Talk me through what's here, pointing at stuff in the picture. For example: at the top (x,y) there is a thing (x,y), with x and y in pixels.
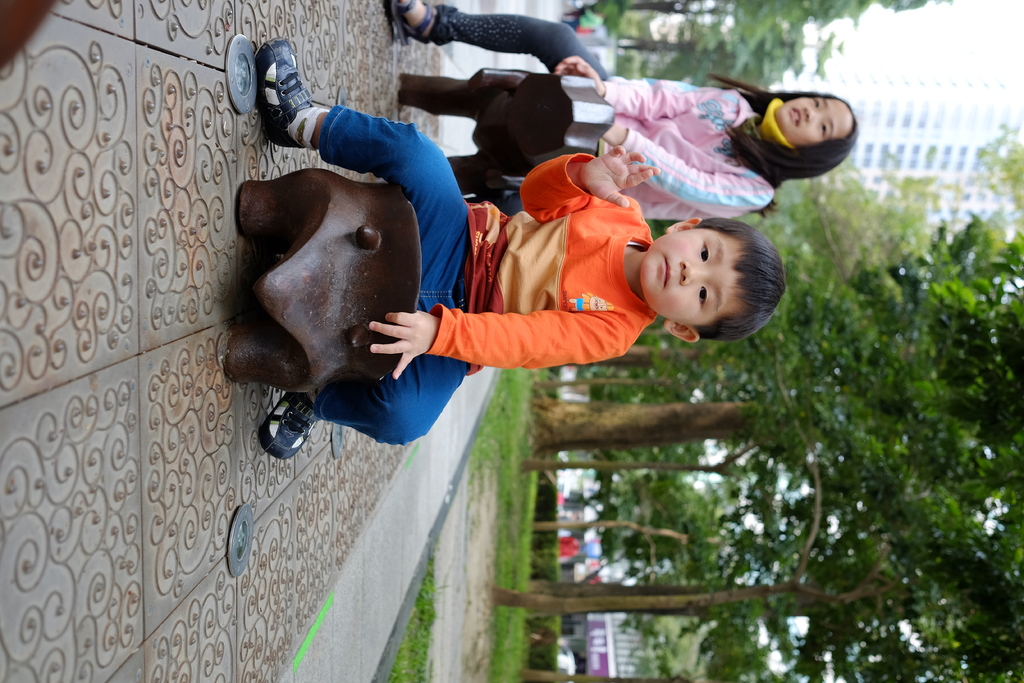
In this image I can see a boy (569,276) wearing orange, cream and brown colored t shirt (534,259) and blue jeans (455,213) is sitting on the brown colored object (378,271) and a girl (664,132) wearing pink and black colored dress (654,122) is sitting on the brown colored object (591,135). In the background (762,415) I can see few trees (821,414), few buildings (930,138), few persons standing and the sky (945,47).
